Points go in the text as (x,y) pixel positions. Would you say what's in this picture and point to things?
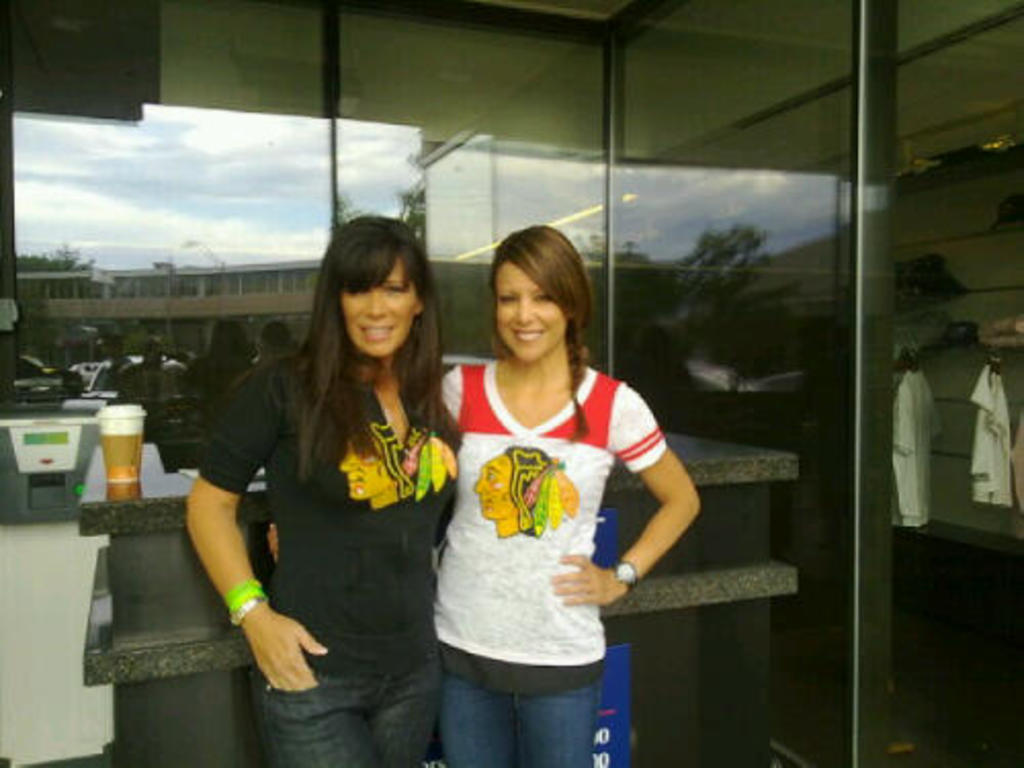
In this image we can see two persons (408,441). Behind the person (212,505) we can see an object (129,461) on a surface (127,511) and a glass (159,435). On the glass (151,415) we can see the reflection (187,326) of a few persons (150,380), vehicles (95,377), trees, a building (203,267) and the sky (181,167). On the right side (904,457), we can see few clothes (903,472). At the bottom (601,710) we can see a blue board (601,718) with text (602,767).
